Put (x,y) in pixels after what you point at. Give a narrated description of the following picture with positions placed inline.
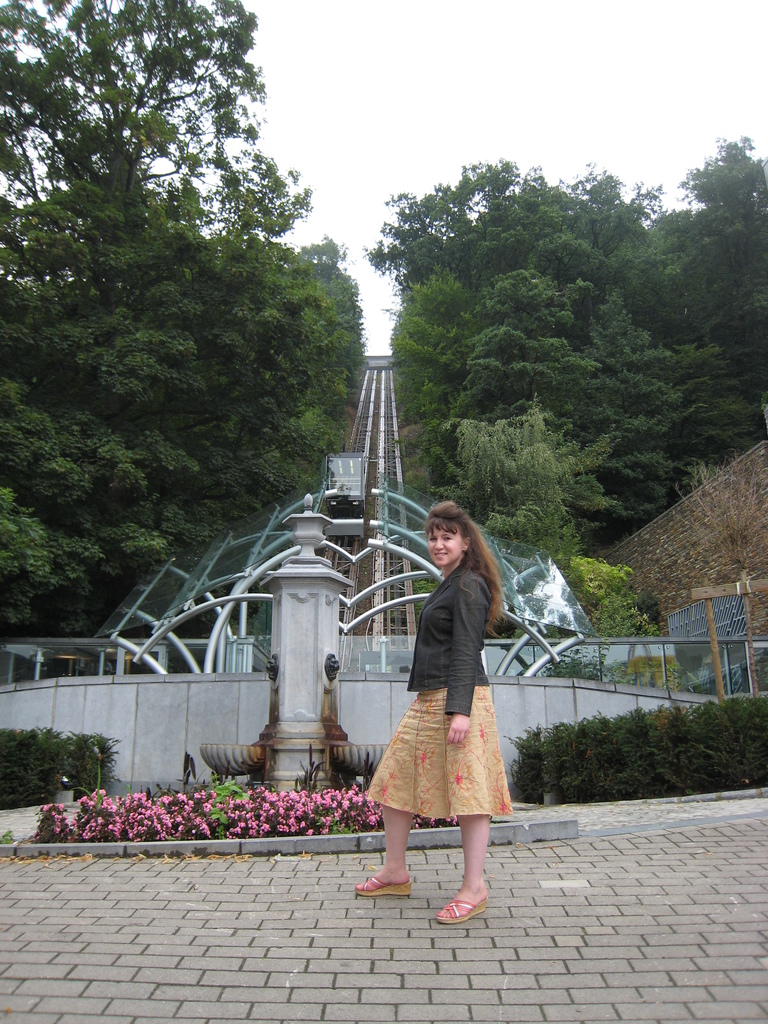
In this image, we can see a woman (446,714) is standing on the floor (502,917) and smiling. Background (630,614) we can see pillar (318,718), few plants (361,830), flowers (315,818). Here we can see so many trees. Top of the image (416,135), there is a sky (407,128).
